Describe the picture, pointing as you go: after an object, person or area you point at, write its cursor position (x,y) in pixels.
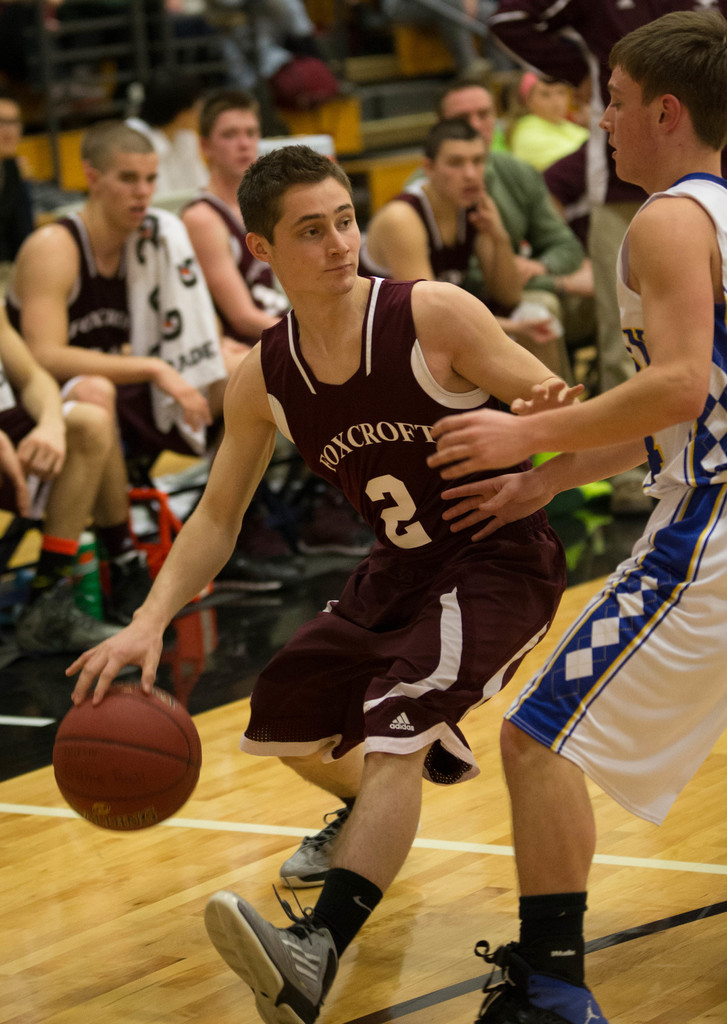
In this image I can see the group of people (466,339). Among them two people (472,582) are playing with the ball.
